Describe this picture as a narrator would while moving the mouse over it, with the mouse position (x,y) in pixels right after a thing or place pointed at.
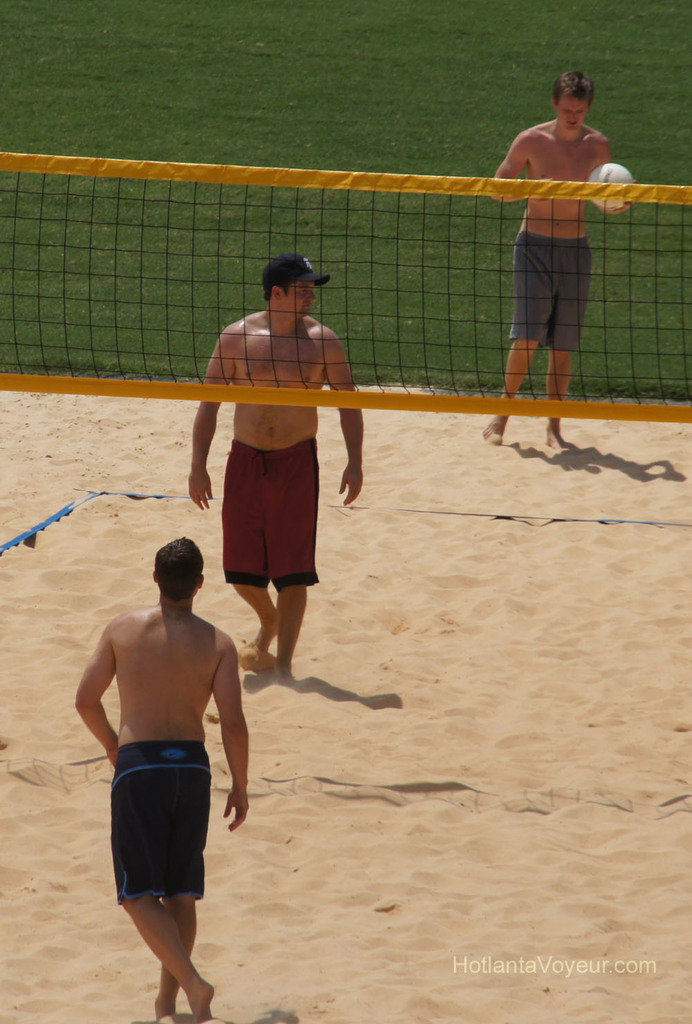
In this image we can see a group of people (255,579) standing on the ground (522,673). One person (563,174) is holding a ball (608,171) in his hand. In the center of the image (243,364) we can see a net (266,176). At the top of the image (49,312) we can see the grass (601,242). In the bottom right corner (557,971) we can see some text (588,965).
